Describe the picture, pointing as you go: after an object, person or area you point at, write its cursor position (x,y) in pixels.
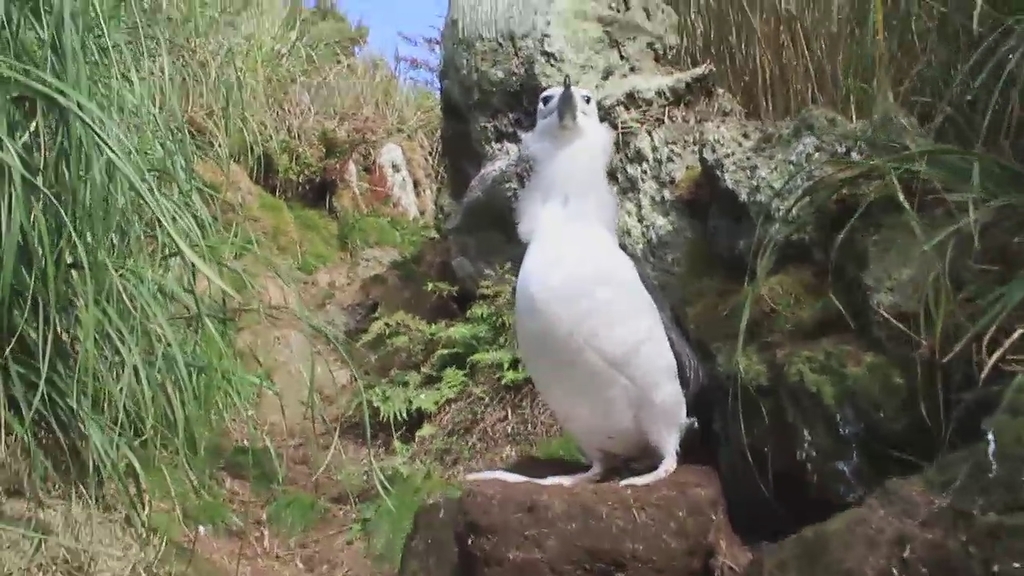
In this image we can see a bird (572,381), rocks (943,507), grass (283,94), plants (342,35), and sky (385,0).
